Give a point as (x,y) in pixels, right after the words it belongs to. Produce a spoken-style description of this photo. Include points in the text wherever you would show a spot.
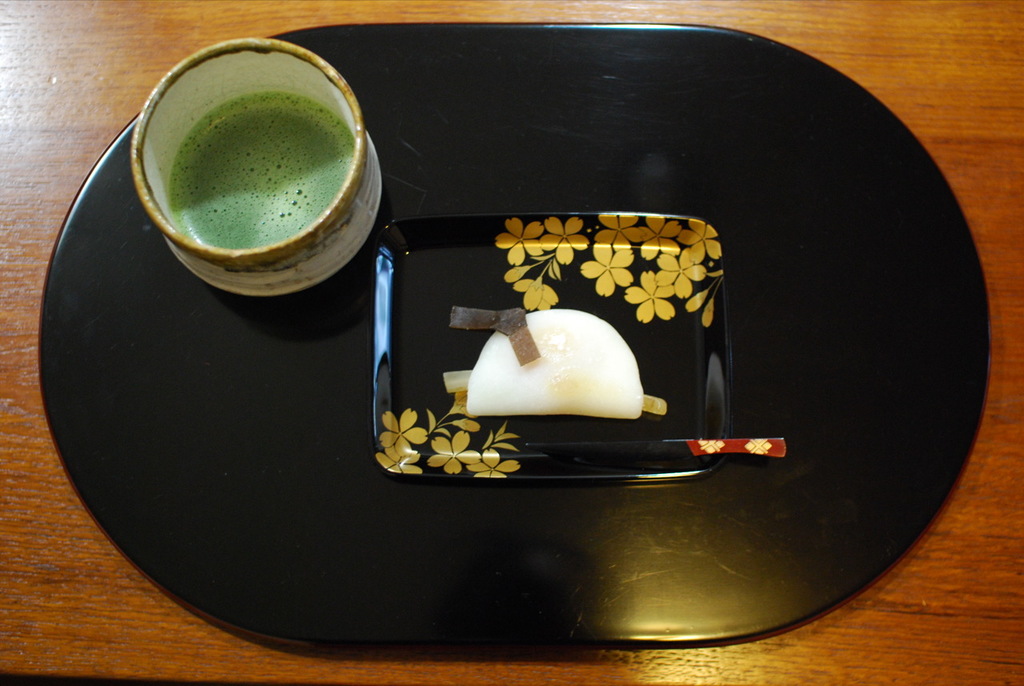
In this image there is a table (111,79). On the table (223,4) there is a tray (169,316). There is a cup (322,91).
